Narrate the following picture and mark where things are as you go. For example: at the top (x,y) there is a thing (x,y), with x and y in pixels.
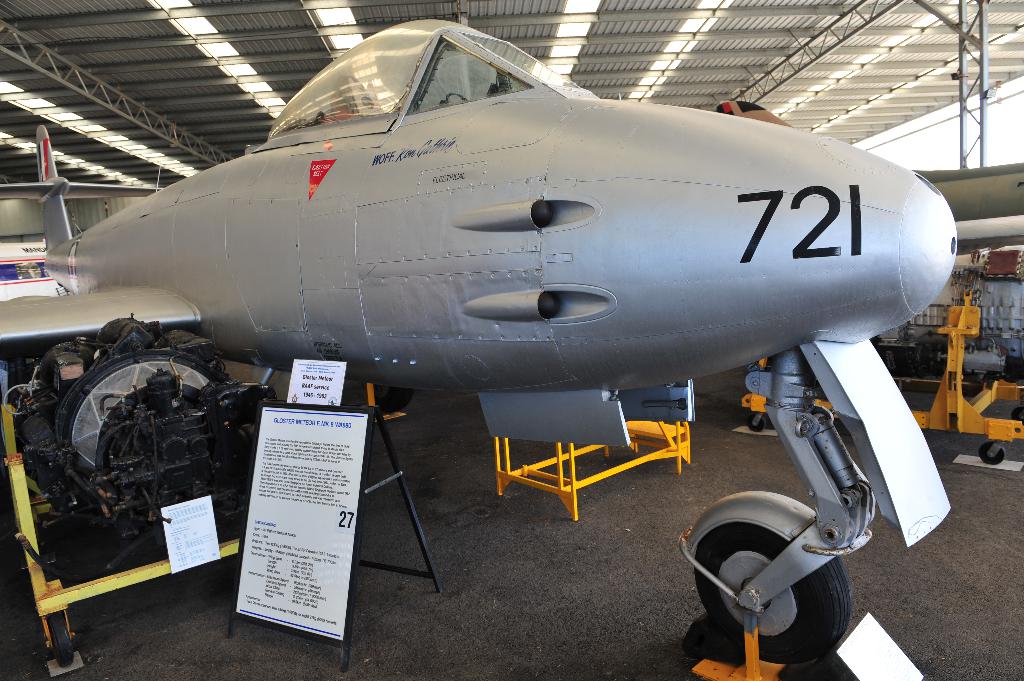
In this image, I can see an aircraft (707,320). This is a board (258,612). It looks like a machine (160,487). On the right side of the image (942,400), I think this is a kind of a vehicle (950,410) with the wheels (987,456). At the top of the image (171,73), that looks like the ceiling (717,56).
